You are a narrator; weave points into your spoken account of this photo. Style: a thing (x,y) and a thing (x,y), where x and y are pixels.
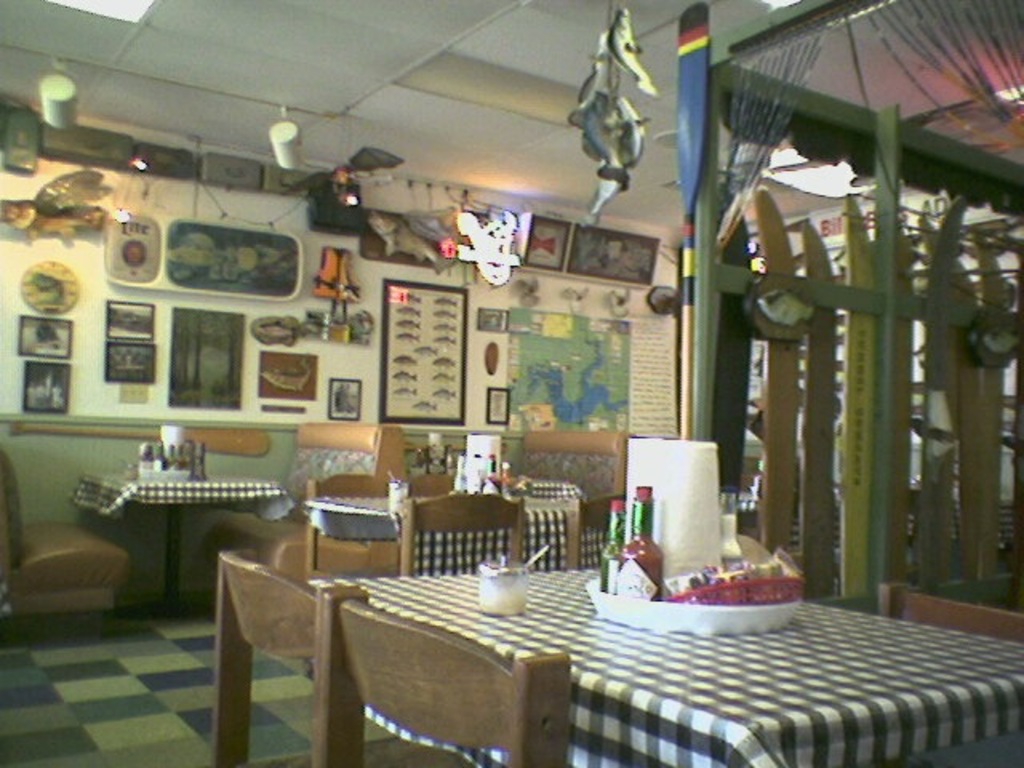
It is a dining table (714,667), there are bottles (613,504) on it and these are the chairs (327,606).
